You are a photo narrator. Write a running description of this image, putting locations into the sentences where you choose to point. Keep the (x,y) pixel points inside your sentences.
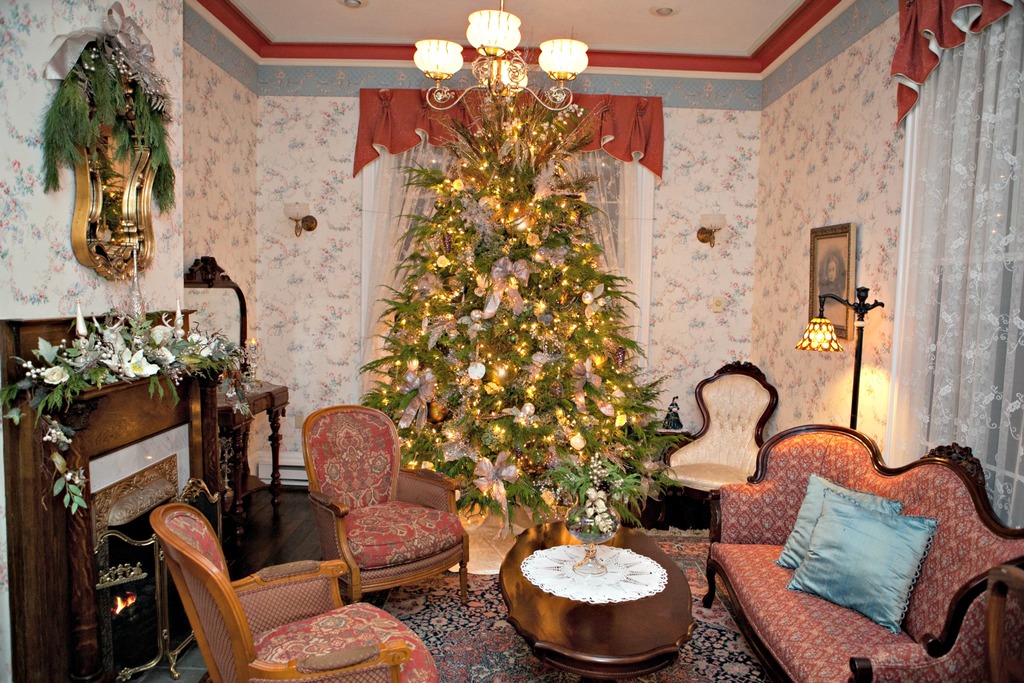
There is a sofa set (426,529) which is red in color and there is a tree (496,415) behind the sofa set (434,539) and the walls (334,183) are white in color.
